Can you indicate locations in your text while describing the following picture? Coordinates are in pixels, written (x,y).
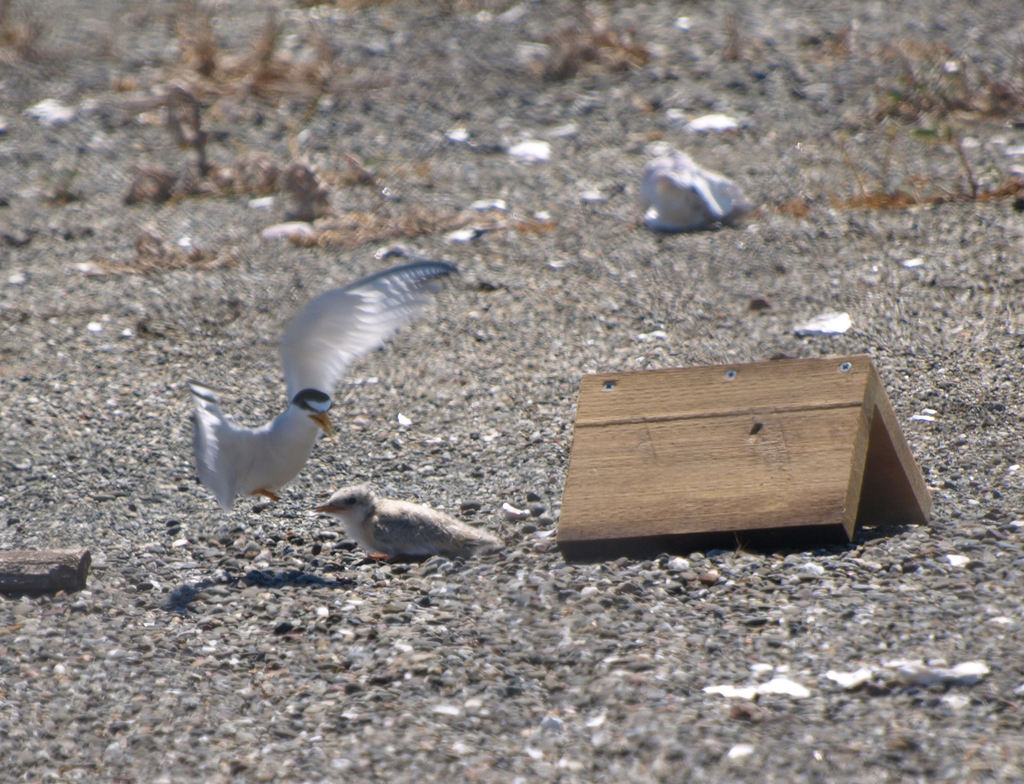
In this image we can see birds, ground (462,379), and a wooden object (692,420).
